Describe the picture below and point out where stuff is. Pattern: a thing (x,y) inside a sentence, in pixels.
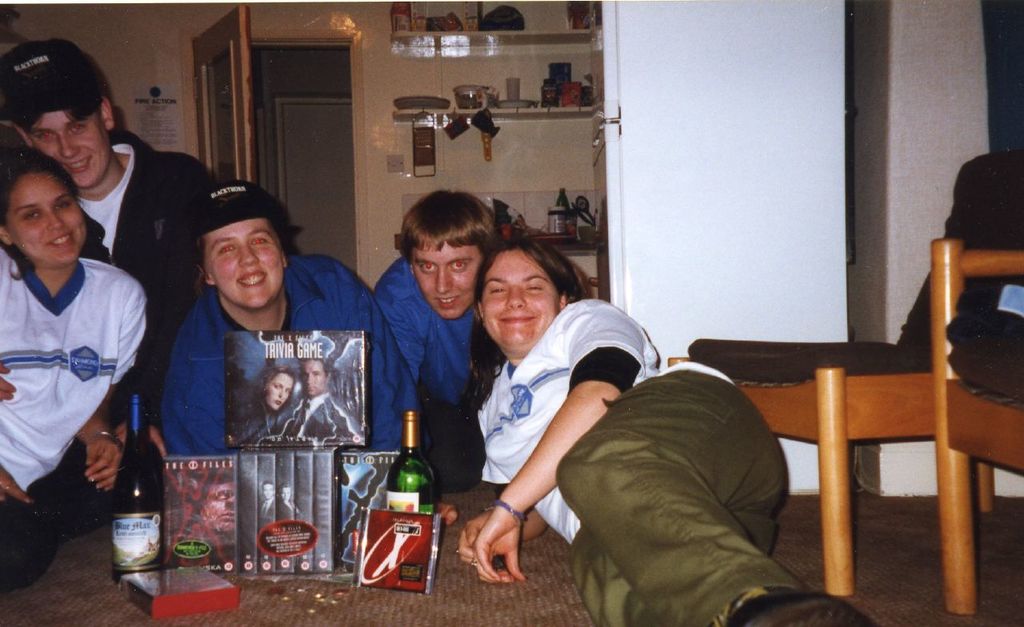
Three women (326,306) and two men (440,290) are on the ground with some game CD's (264,410) and two bottles (410,482). There are chairs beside them. There is a door (337,205) and shelves (439,117) with some items (466,101) in the background (548,111).
